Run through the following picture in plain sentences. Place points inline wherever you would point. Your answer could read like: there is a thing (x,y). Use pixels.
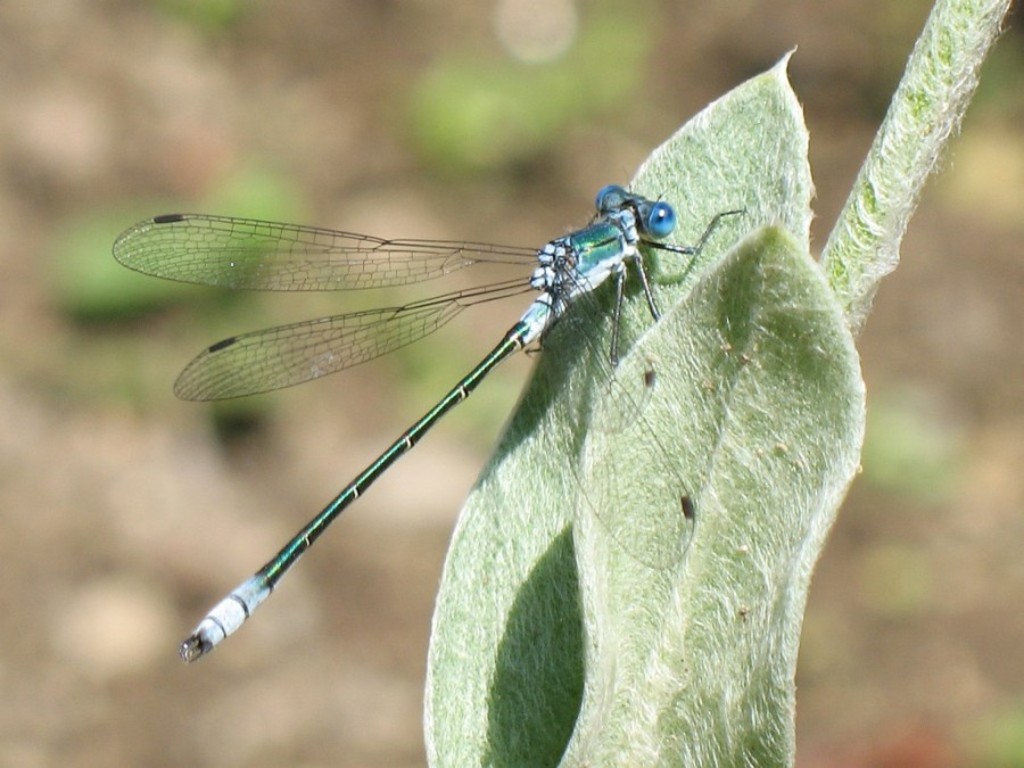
This image is taken outdoors. In this image the background (129,538) is blurred. On the right side of the image (710,565) there is a plant (709,471). In the middle of the image (656,505) there is a plant (778,486). In the middle of the image (514,324) there is a dragonfly (350,363) on the leaf (728,301).
